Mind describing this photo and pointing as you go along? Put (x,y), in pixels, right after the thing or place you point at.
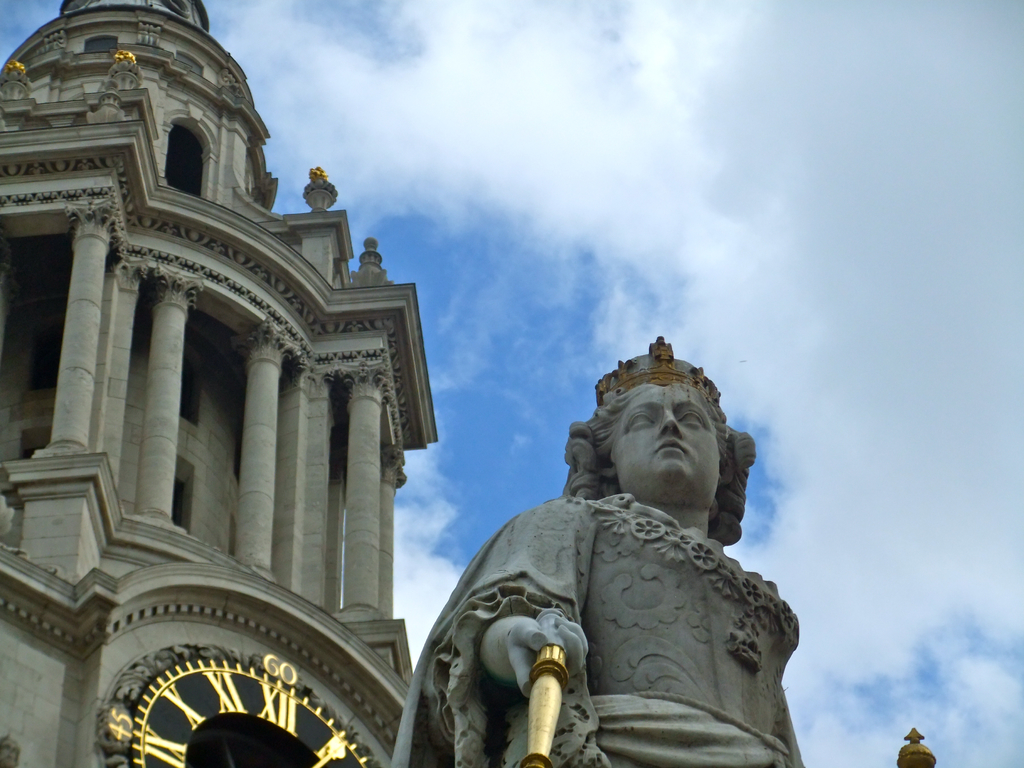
In this picture we can see a building (163,449), statue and we can see sky (345,524) in the background (478,517).
